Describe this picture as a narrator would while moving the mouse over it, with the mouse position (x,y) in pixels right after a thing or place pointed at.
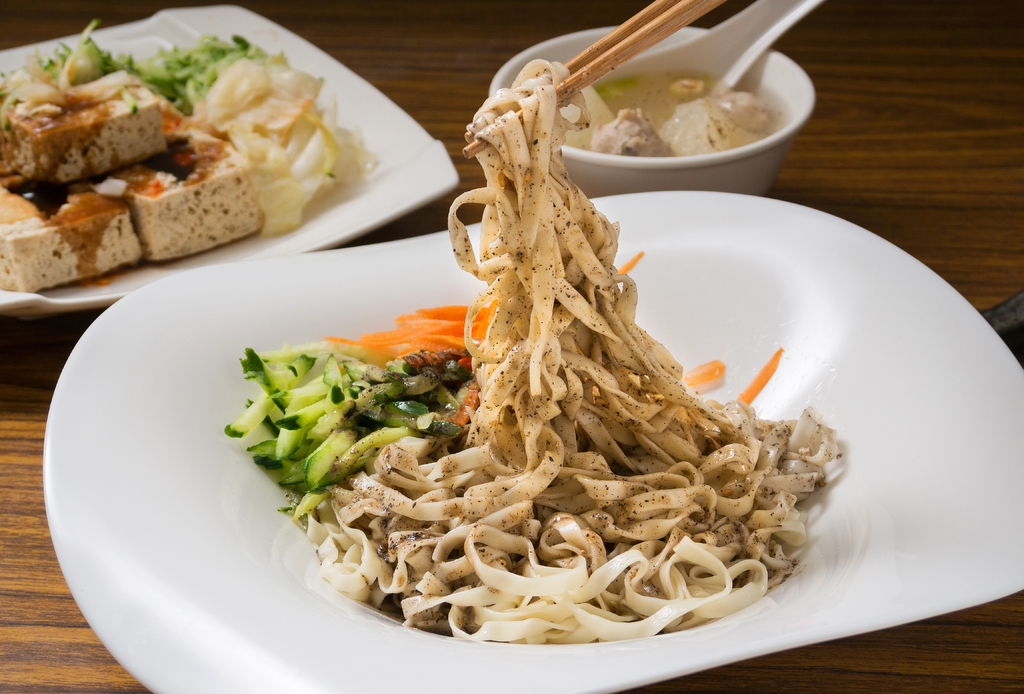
In this picture there are different kind of food items (326,441) in the foreground (481,264) a plate (284,321) containing noodles (571,465) and some fresh cut vegetables (354,390). And in the one in background (80,148) is having a Japanese kind of dish (183,150). On the right of the image (701,101) there is a bowl (660,104) with soup (664,103) in it, and a spoon (739,47) also in it and on the top right (699,0) there are chopsticks (601,59) holding noodles (508,121). All this are placed over a table (56,634).
